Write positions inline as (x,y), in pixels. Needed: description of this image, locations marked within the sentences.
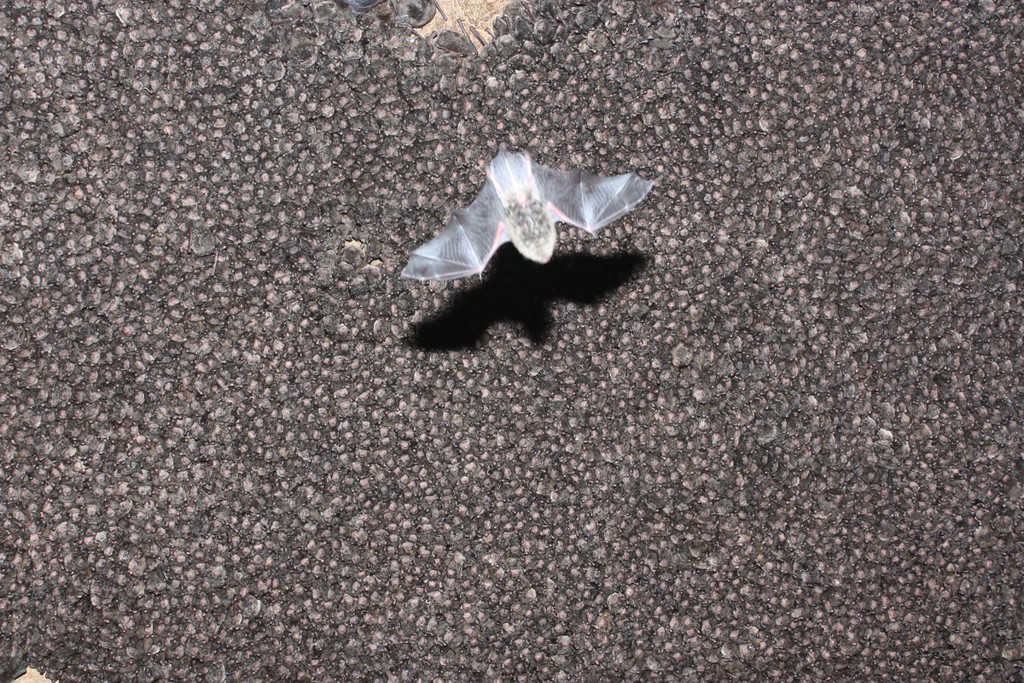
In the center of the picture (431,278) there is a bat (539,221). In the background (187,288) there are bats (825,439).
